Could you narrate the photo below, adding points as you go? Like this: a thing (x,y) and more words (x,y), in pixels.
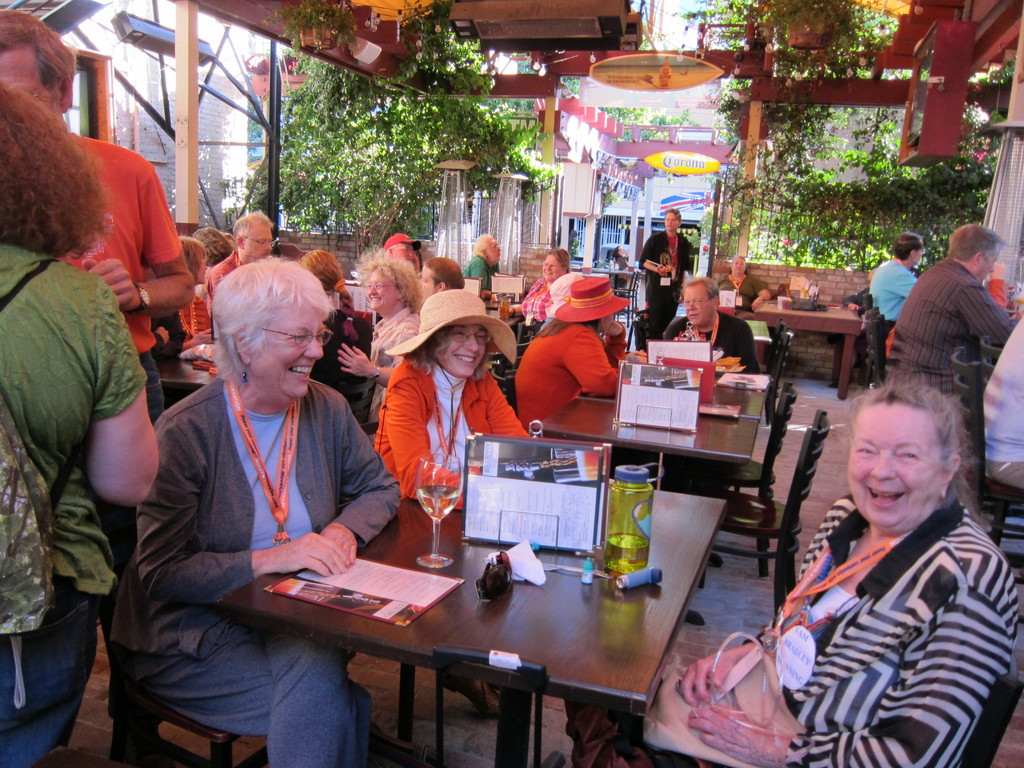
In this picture a group of people (361,700) sitting, there is a woman (817,561) staring at the person (953,508) and laughing. There are plants (785,170) in the background (335,187).
